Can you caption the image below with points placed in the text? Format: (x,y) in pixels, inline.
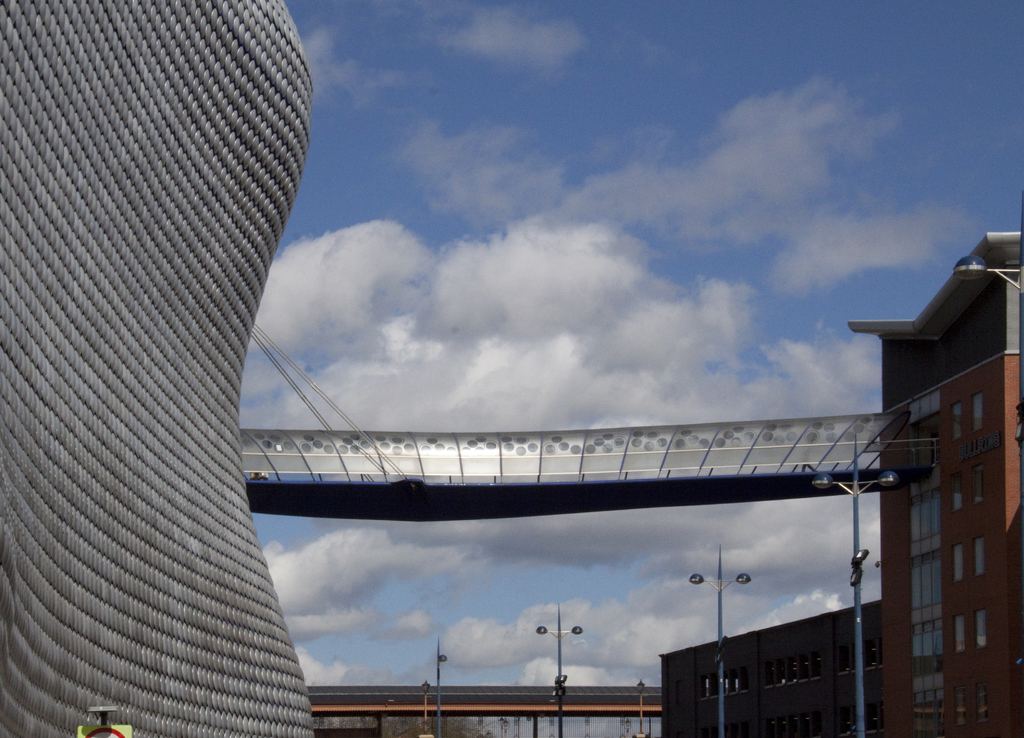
In this picture we can see a clear blue sky (935,79) and the clouds (827,573). On the right side of the picture (941,623) we can see the buildings (918,633) and light poles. On the left side (112,512) we can see an architecture (108,628). At the bottom (118,728) it seems like a board (113,730).
